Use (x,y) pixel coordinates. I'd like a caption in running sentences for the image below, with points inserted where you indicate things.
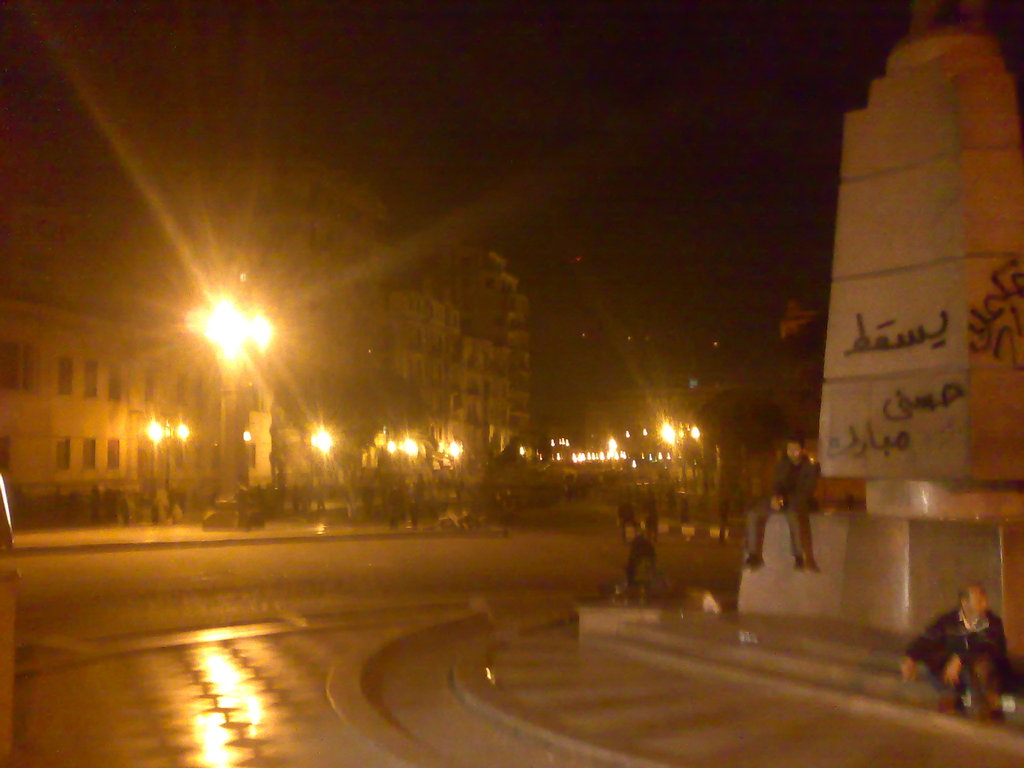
This is a picture of a city (610,465), where there are group of people (994,632), buildings (422,407), lights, and in the background (670,242) there is sky (582,267).
